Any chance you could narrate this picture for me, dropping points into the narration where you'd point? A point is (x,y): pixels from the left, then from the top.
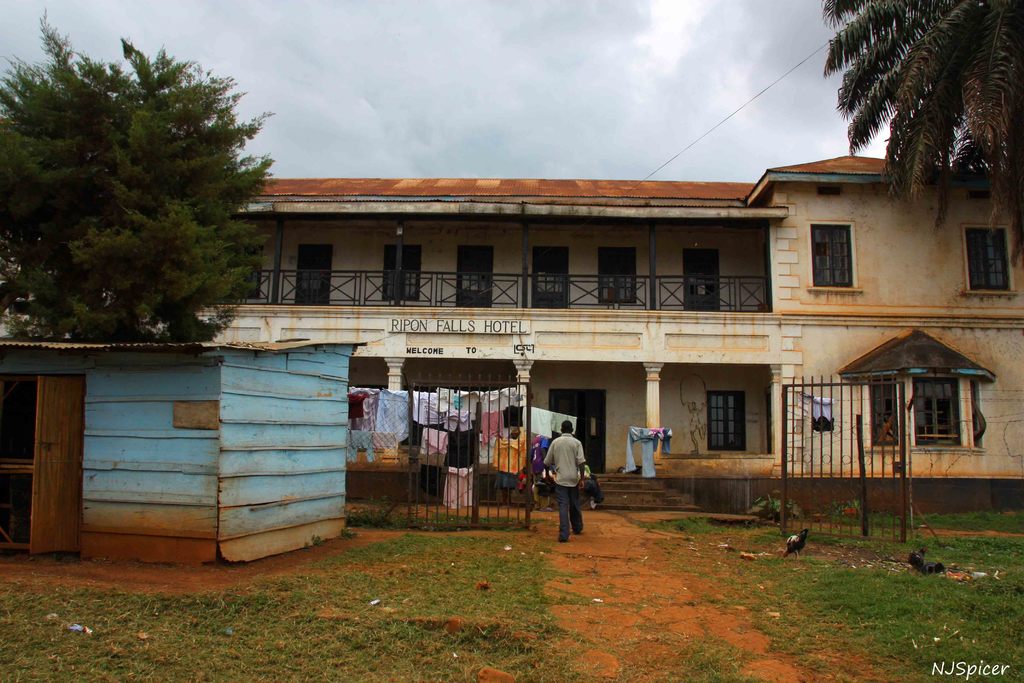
In this image I can see the person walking and I can also see the shed (305,442). In the background (442,430) I can see few clothes (351,424) in multi color, trees (174,134) in green color and the building (717,310) is in white and brown color and the sky (561,43) is in white color.
